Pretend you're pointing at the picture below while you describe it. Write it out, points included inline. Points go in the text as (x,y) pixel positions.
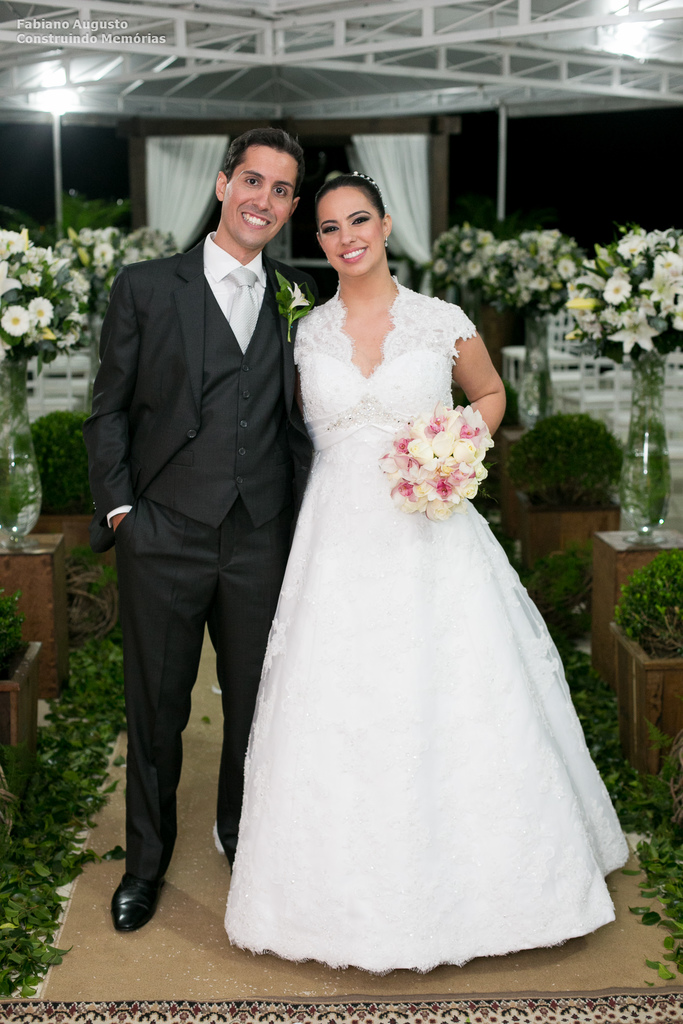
In the foreground (271,207) I can see two persons (125,471) are standing on the floor (148,940). In the background (642,448) I can see flower vases (656,488), houseplants (552,450) on the tables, tent (227,96), lights (64,90) and a curtain (400,209). This image is taken may be during night.
